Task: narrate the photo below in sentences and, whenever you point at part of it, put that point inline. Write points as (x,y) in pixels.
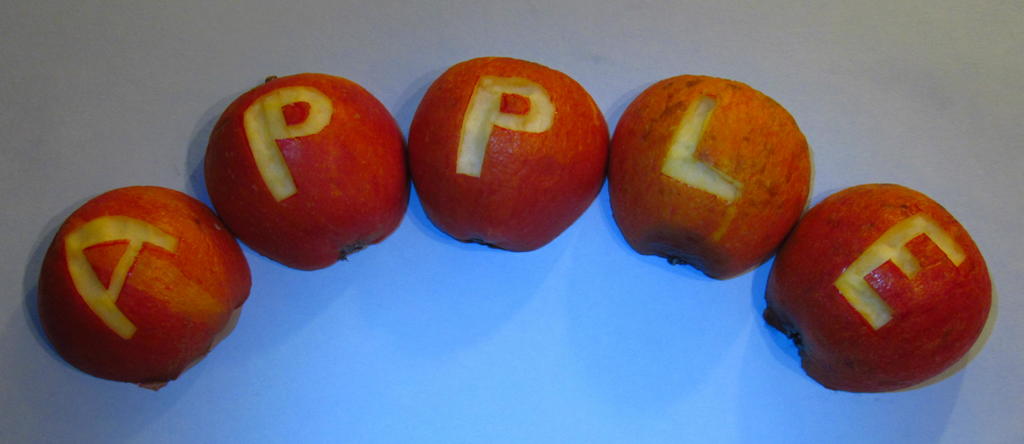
In this image we can see carving (881,311) on apples (335,185) which are placed on the surface (545,299).
